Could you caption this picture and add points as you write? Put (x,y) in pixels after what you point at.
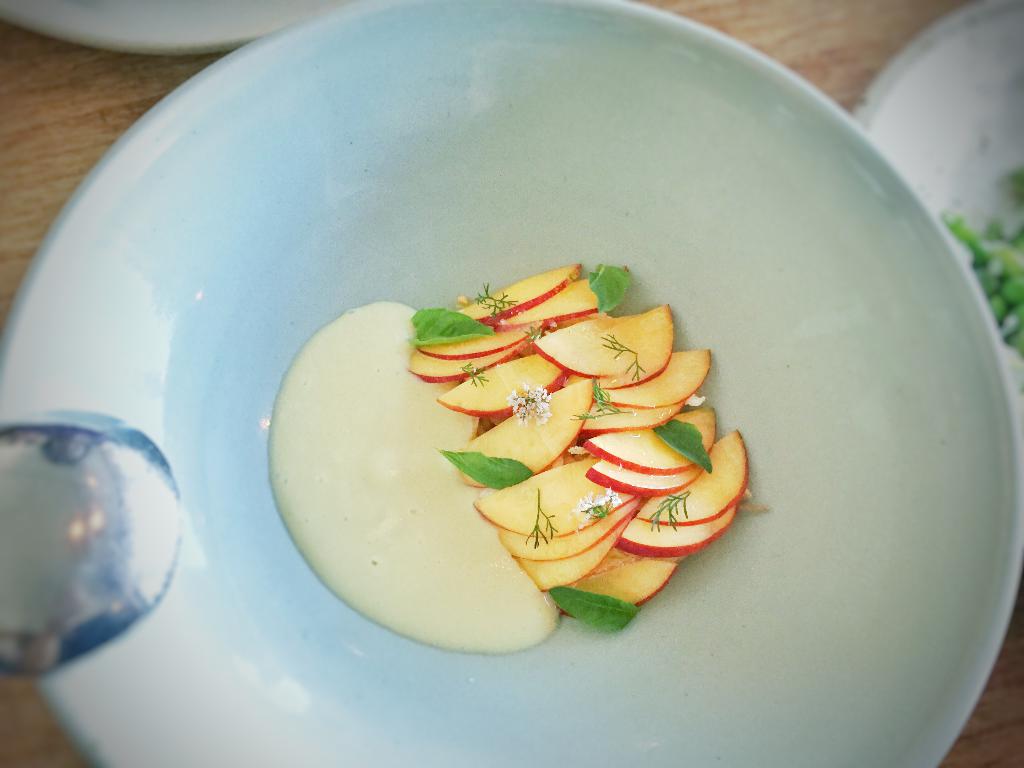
There is a plate (277,161) on a wooden surface (778,35). On the plate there is a food item (391,413) with some cream (391,489), pieces of apple (594,434), leaves (462,331) and some other items (657,519). On the plate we can see a part of a spoon (98,490).
